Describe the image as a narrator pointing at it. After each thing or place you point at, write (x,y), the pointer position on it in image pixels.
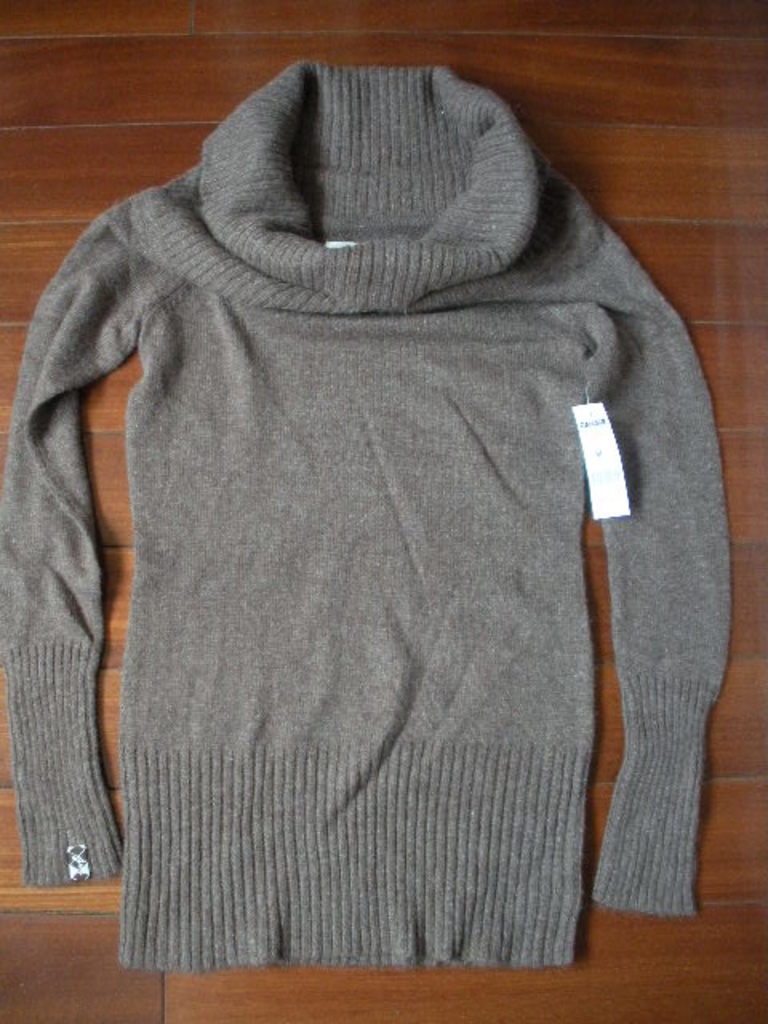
In this picture there is a woolen t-shirt (381,335) in the center of the image (348,416).
